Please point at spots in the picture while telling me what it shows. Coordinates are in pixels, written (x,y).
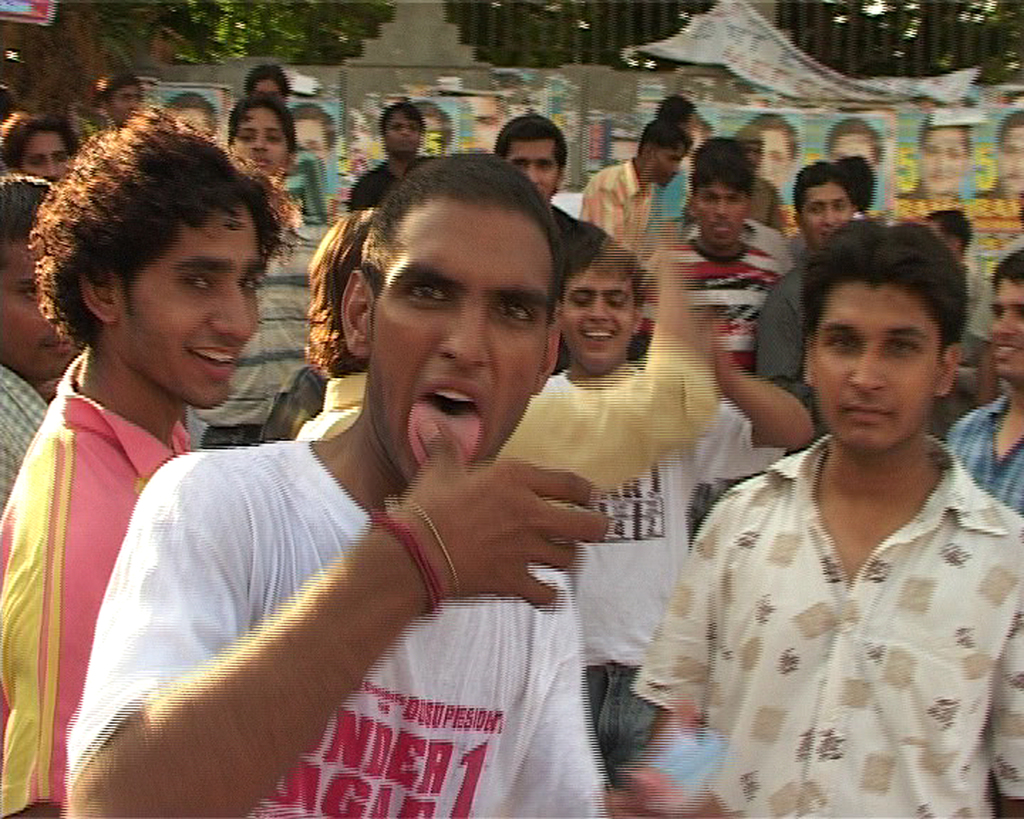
There are many people (489,367). In the back (377,105) there is a wall (451,93) with posters (749,120). Near to the wall (903,108) there is tree (274,16).
